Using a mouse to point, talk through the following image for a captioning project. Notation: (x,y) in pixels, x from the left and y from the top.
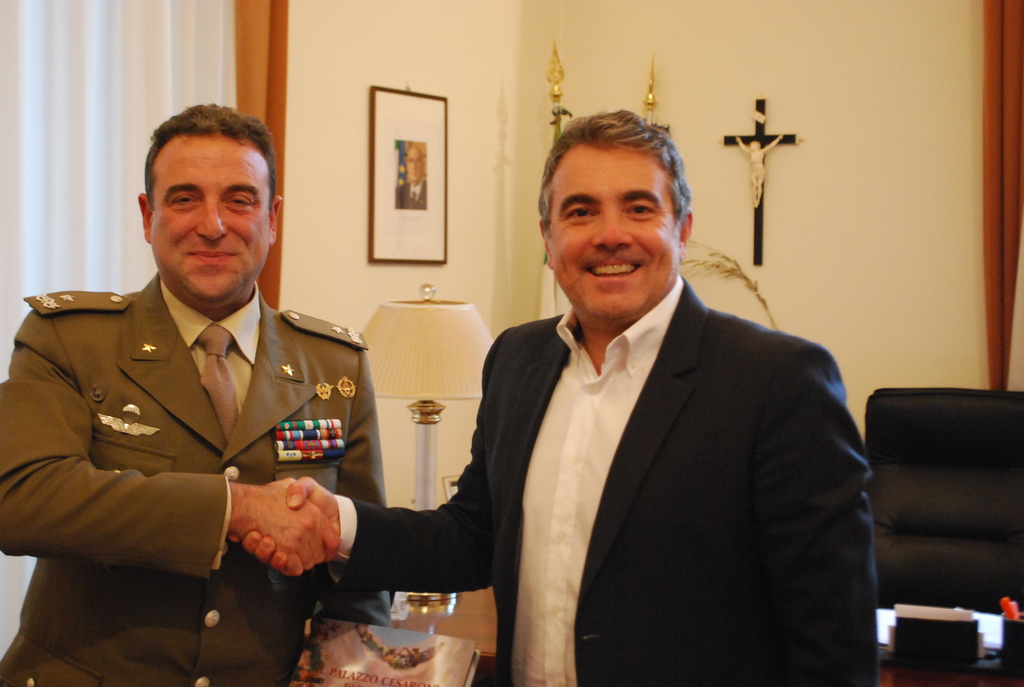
In this picture we can see two men (188,369) greet each other and they are laughing in the background (883,494) we can see a chair (958,451), a light (453,330) and a photo frame (439,183) in the room (443,95).
